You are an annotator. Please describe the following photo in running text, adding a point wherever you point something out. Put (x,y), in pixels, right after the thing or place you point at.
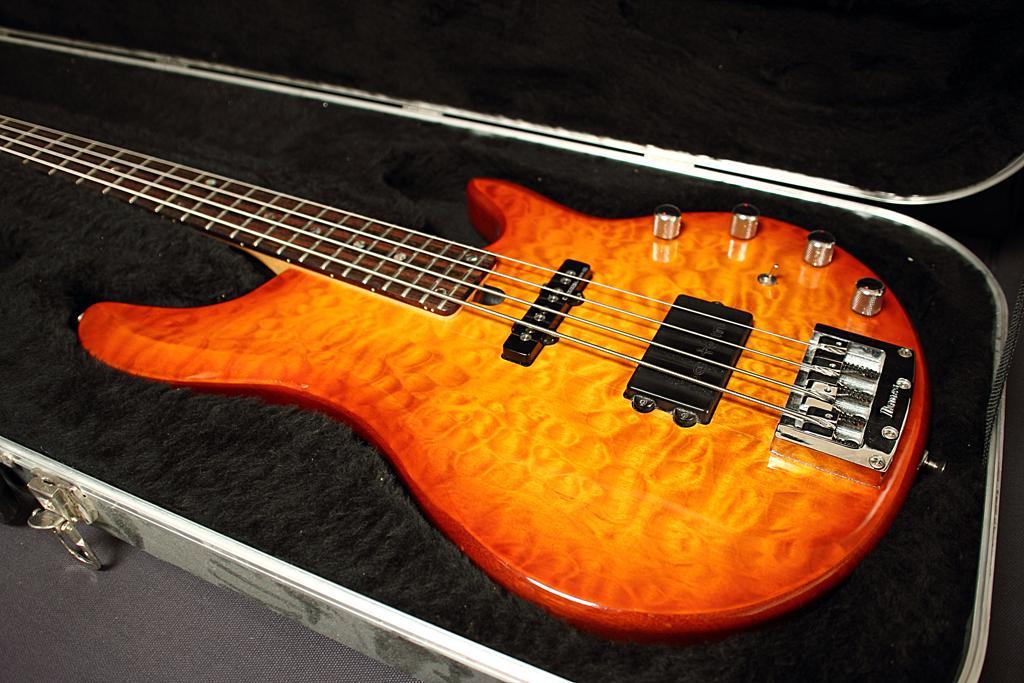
In this image there is one guitar (431,279) and one box (356,606) is there on the floor (50,615).
